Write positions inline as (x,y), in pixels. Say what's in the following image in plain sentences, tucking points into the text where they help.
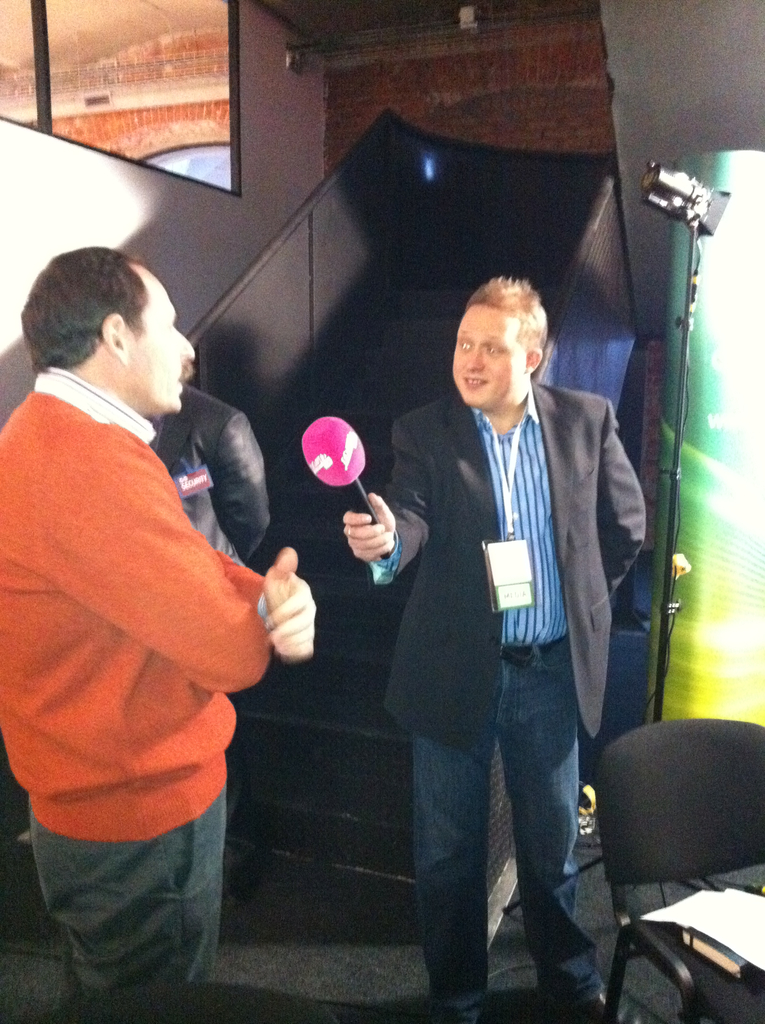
In this picture we can see three people (239,601) standing on the floor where a man (404,688) holding a mic (363,464) with his hand (349,537) and smiling and in the background (384,416) we can see steps (381,416), window (182,60), wall (256,42).
